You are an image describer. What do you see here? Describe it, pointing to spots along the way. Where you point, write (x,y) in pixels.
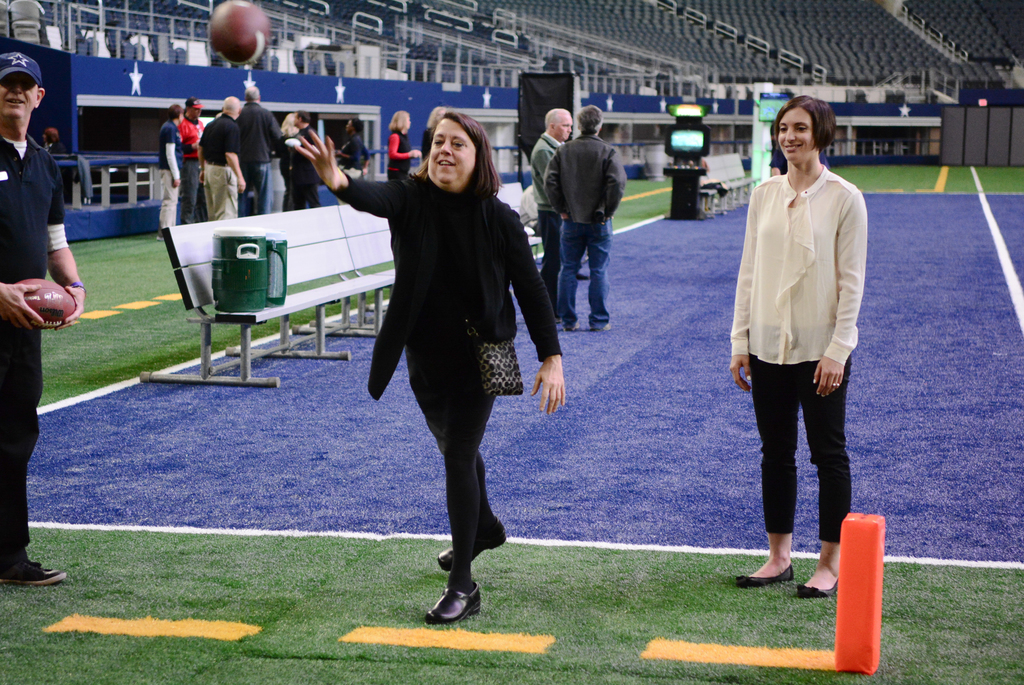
In this image we can see a woman (436,425) throwing a ball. On the right side (829,521) we can see two people (598,328) standing, a woman (757,322) standing near a pole (864,610). On the left side (0,415) we can see a man (10,454) holding a ball (61,321), a group of people (160,212) and a bench (150,382) with some containers (220,283).
